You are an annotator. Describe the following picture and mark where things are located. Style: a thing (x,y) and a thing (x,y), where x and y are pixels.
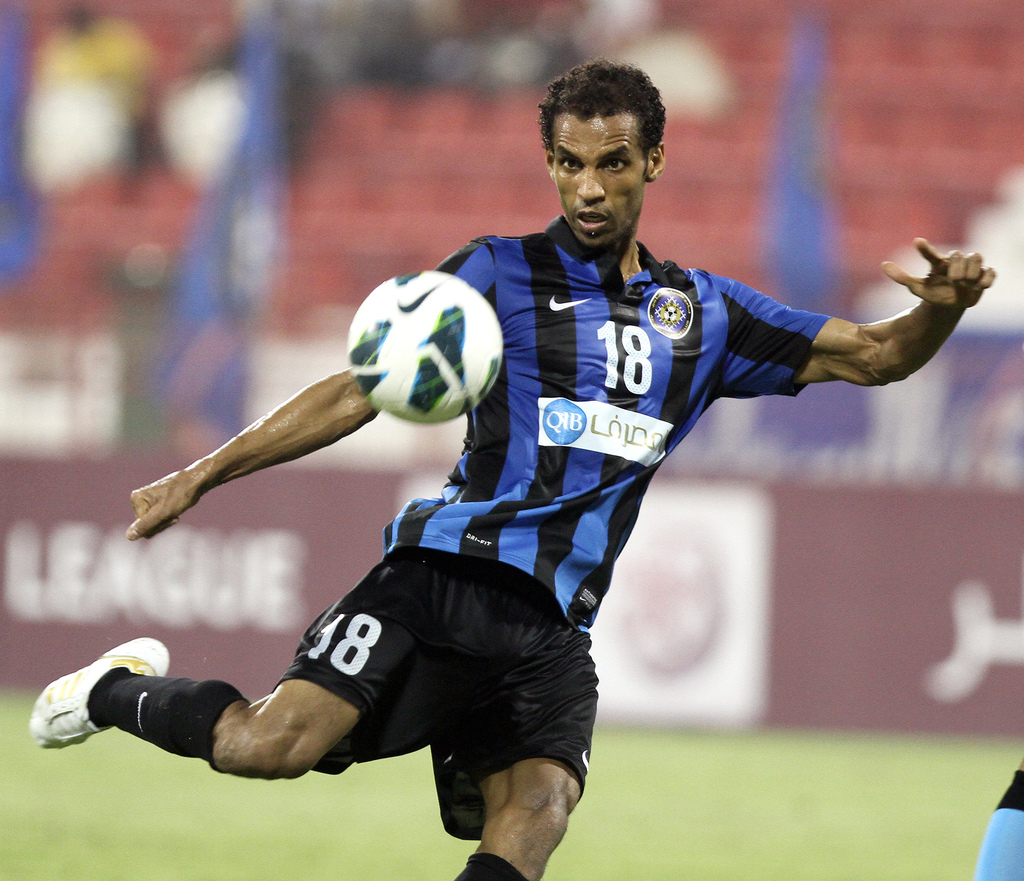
In this picture we can see a man (579,412) is kicking a football (457,402), at the bottom (673,806) there is grass (739,858), in the background (700,572), we can see a hoarding (807,617) and chairs (768,164), there is a blurry background (1012,163).
